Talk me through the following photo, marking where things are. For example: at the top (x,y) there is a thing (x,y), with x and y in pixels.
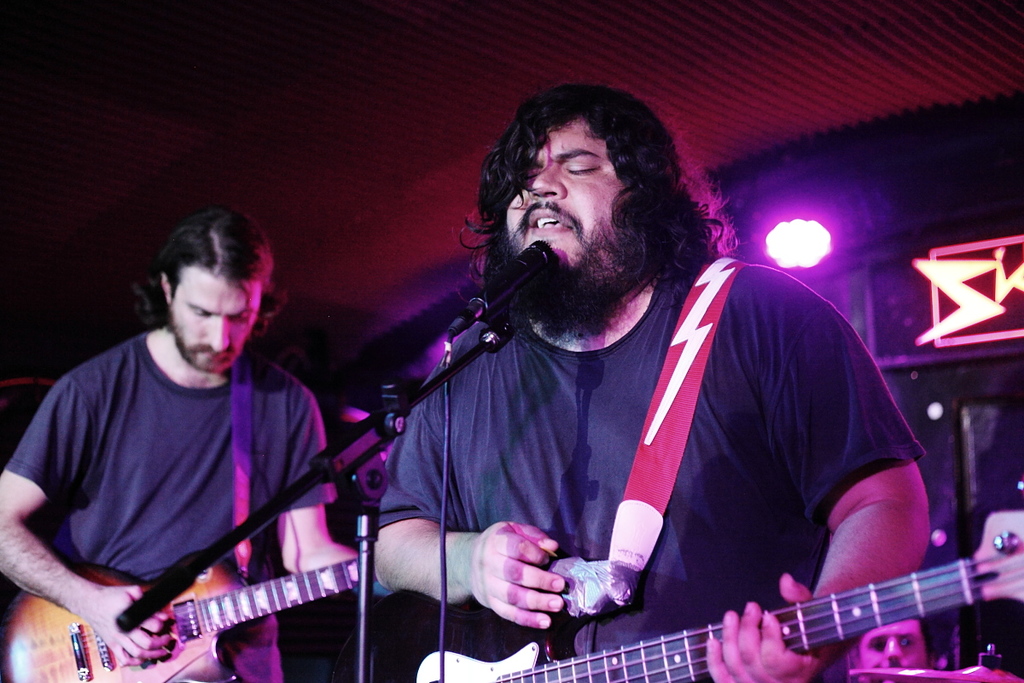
Here we can see two persons (393,514) are playing guitar (378,660) and he is singing on the mike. In the background (782,261) we can see a light (804,243).
